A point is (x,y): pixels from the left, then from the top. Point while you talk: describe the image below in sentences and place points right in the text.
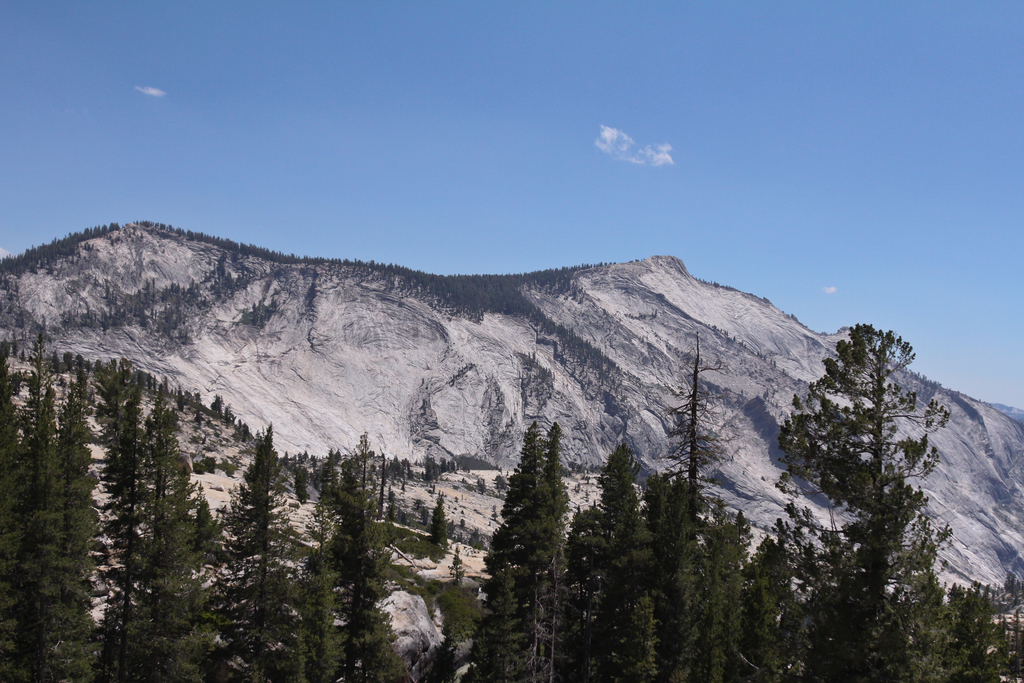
In this picture we can observe trees (660,592). There are hills (275,290). In the background (357,165) we can observe a sky (553,148).
